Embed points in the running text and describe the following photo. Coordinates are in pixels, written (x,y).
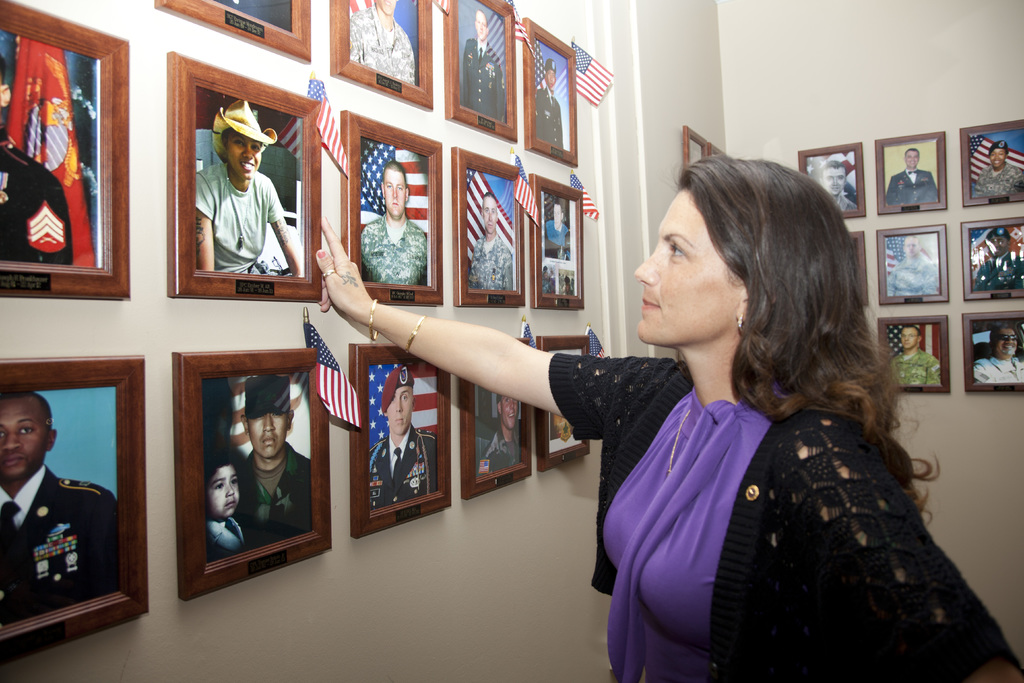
In this image we can see a woman (671,417) and there are flags (23,50) and frames (125,156) on the walls (342,650).
